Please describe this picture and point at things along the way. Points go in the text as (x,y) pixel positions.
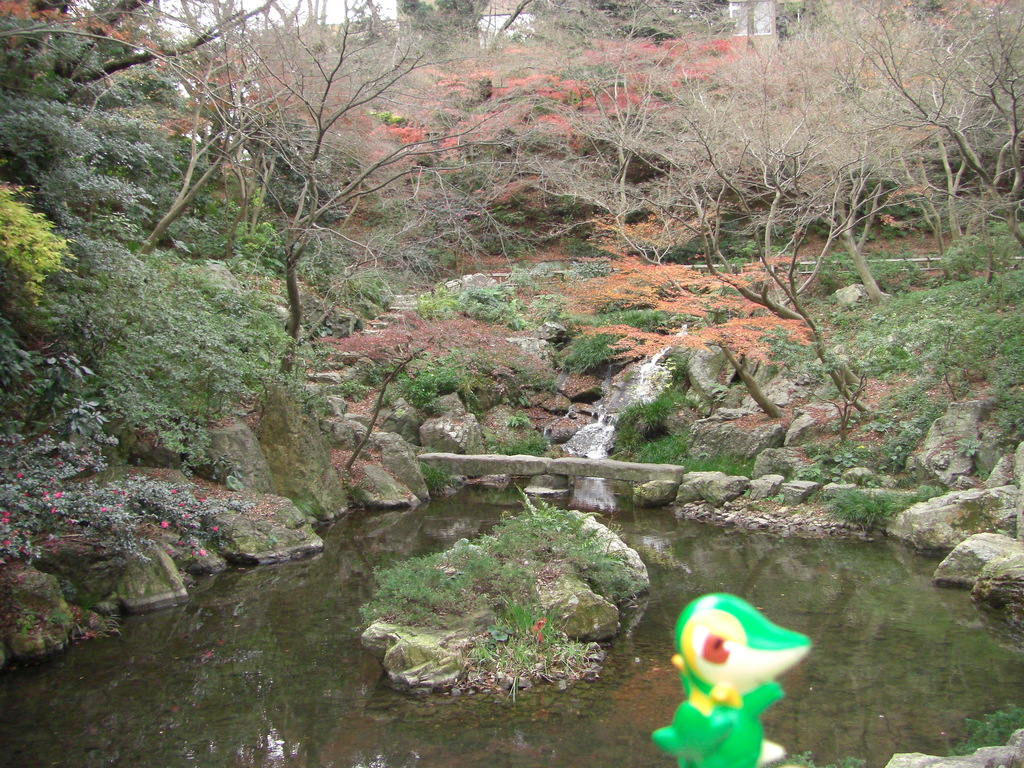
In the picture we can see a small canal (884,685) with water (299,618), in the middle of the water (871,648) we can see some rock (471,605) with some small plants (485,599) on it and around the canal (898,652) we can see rocks (313,474) and plants (92,300) and in the background (461,265) we can see plants (259,264) and trees (541,187) and a part of sky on the top of it, and near to the canal (661,611) we can see a doll (776,687) which is green in color.
